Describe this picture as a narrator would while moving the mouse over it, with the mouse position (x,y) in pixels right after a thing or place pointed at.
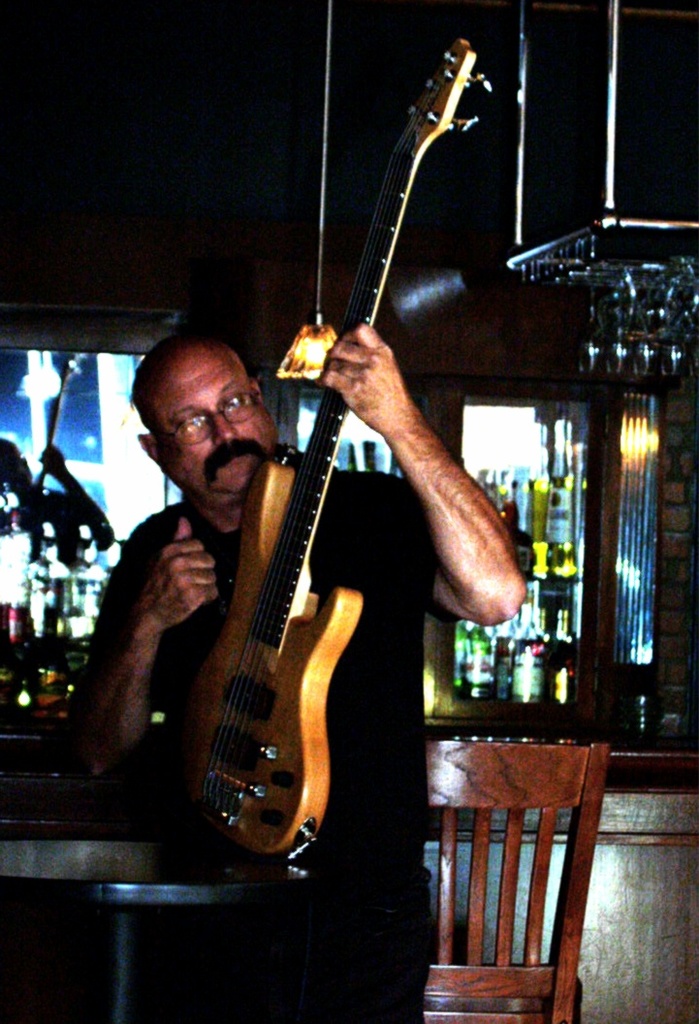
In this picture we can see a man (372,1023) who is holding a guitar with his hands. This is chair (525,973). And there are bottles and this is light (307,340).
